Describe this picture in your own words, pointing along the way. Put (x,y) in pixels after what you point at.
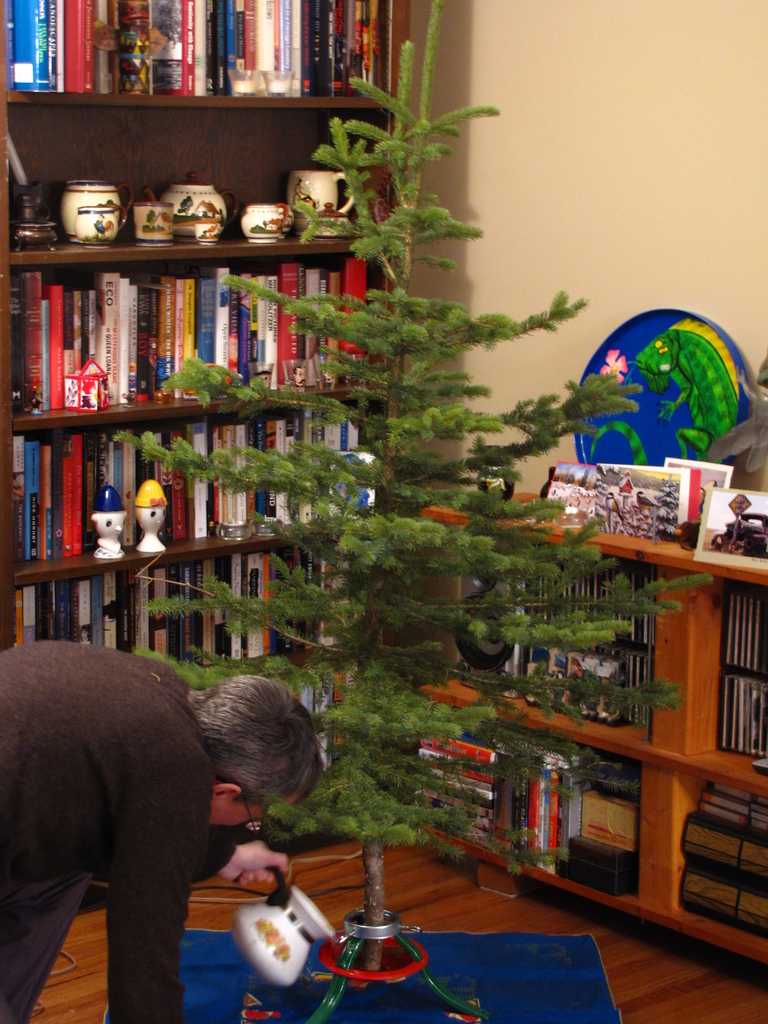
This image is taken indoors. At the bottom of the image (612,945) there is a floor (231,926) and there is a mat (543,972) on the floor (541,920). In the background (200,225) there is a wall (426,185) and there is a book shelf (141,406) with many books (134,528) and a few jars (200,191) and cups (308,187). On the right side of the image (661,708) there is another book shelf (656,673) and a cupboard (679,730) with a few books (482,792) and a few things (690,468) on it. On the left side of the image (82,664) a man (156,780) is standing and he is holding a jug (270,931) with water (333,937) in his hand (259,879). In the middle of the image (345,473) there is a tree (402,523).
